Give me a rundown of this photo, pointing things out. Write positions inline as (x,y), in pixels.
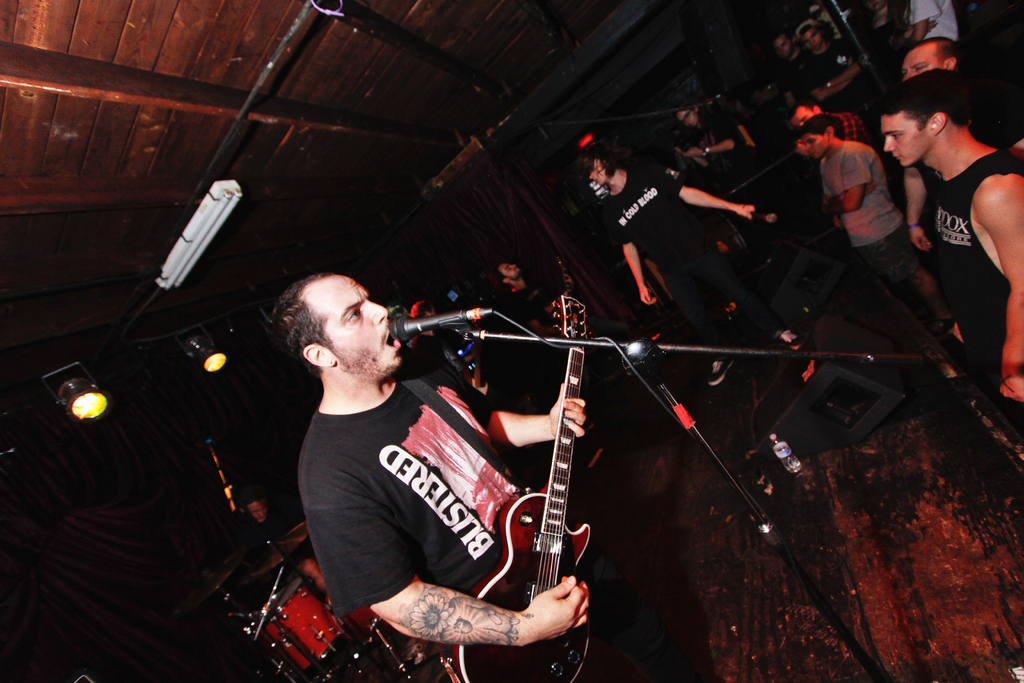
In this picture there is a man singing in the microphone (411,328) in front of him, there is a guitar (530,652), he is holding a guitar (548,641) and people (725,117) standing over here and there is a drum set (266,575) in over here ceiling lights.
